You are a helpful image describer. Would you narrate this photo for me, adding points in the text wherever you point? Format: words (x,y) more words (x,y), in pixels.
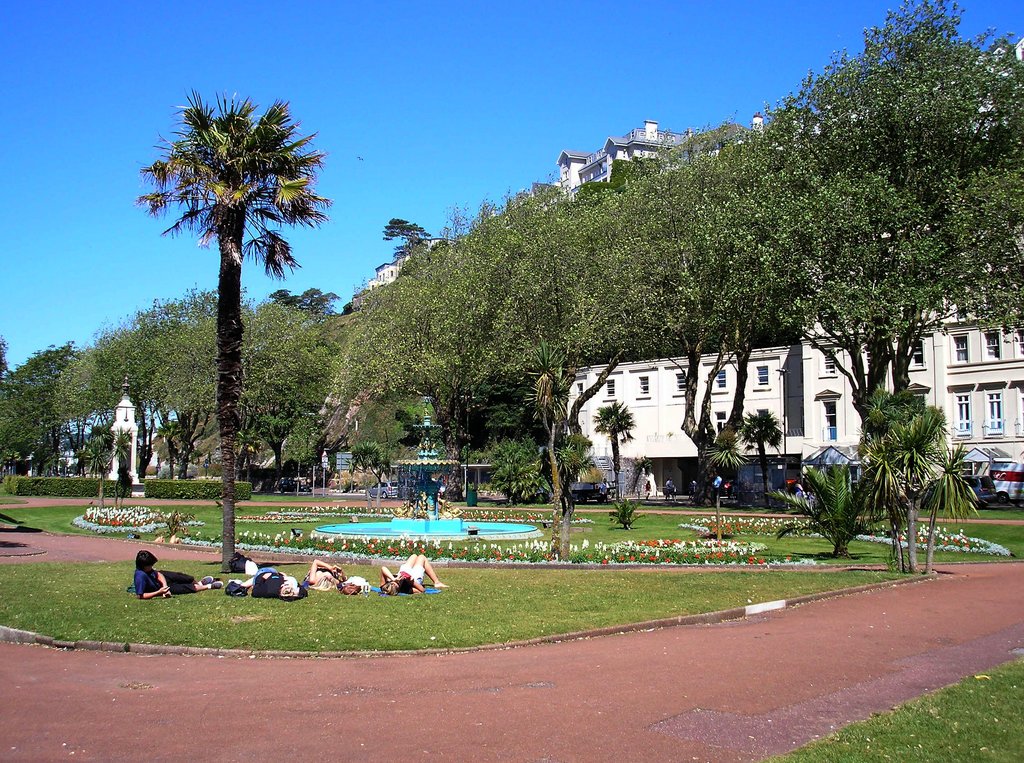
In this picture I can see there are few people (415,578) lying on the grass (205,596) and there are few trees (869,276), a fountain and a building (919,391) on right side (737,368) and the sky (72,198) is clear.
